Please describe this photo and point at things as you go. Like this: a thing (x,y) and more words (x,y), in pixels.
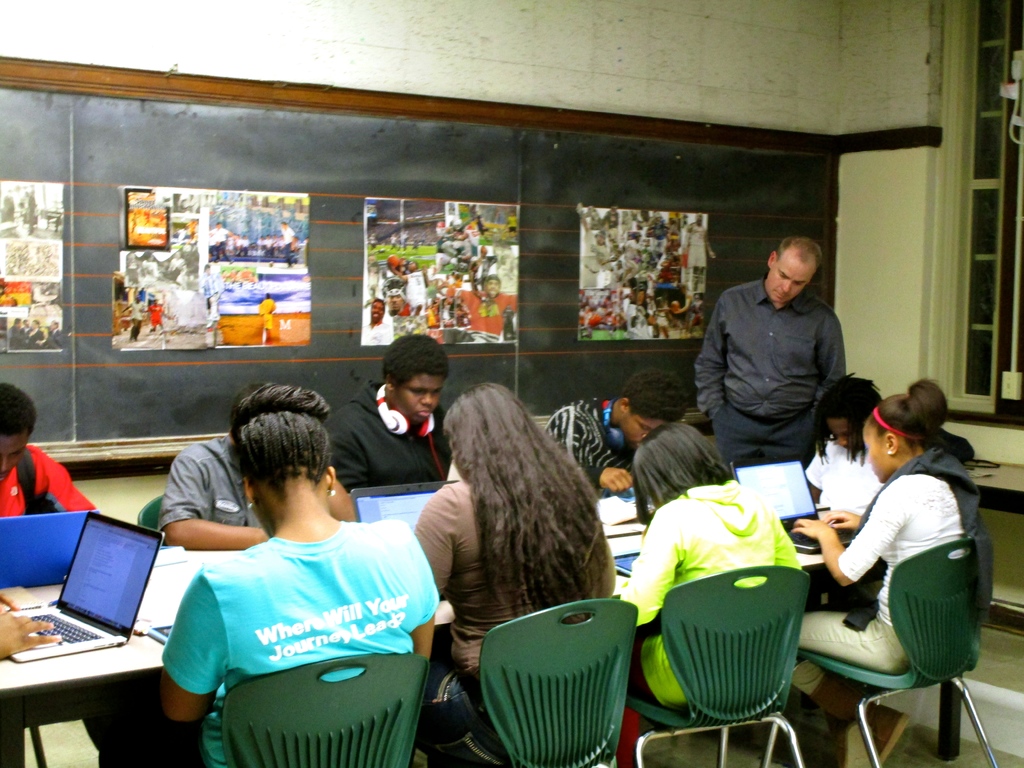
In this image, group of people (442,732) are sat on the chair (588,649). In the middle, there is a table (146,601), few items (105,609) are placed on it. Right side (794,373), a human (783,366) is standing. And background (757,223), we can see black color board (691,349) and stickers (479,294) on it. On right side (984,259), there is a window (992,320) and table (997,490).
